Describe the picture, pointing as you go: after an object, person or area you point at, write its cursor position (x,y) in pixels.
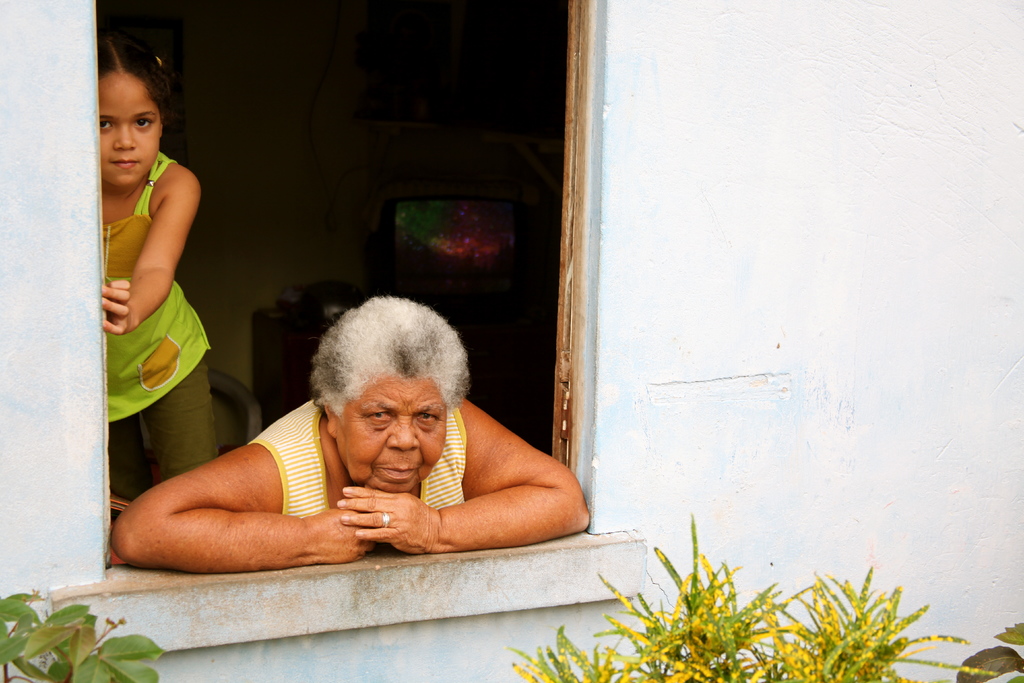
In the center of the image (407,377) we can see woman (298,456) and girl (142,276) standing at a window (448,64). At the bottom (692,614) we can see plants (708,639). On the right (942,46) and left side (88,94) there is a wall (329,677).
